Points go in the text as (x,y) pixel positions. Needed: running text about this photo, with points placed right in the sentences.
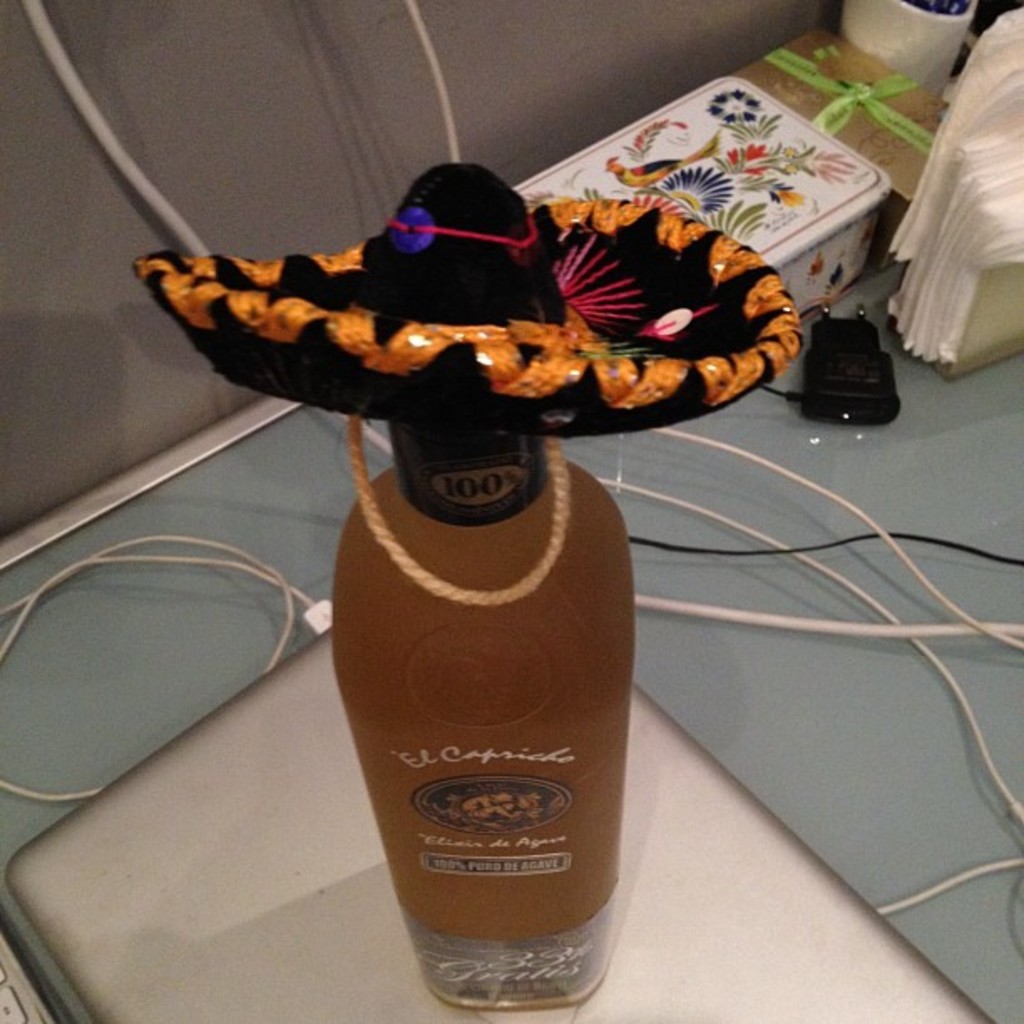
In this image there is a bottle (488,710), laptop (198,841), wire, charger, box (790,236), cup (923,48), tissues (968,219) on the table (970,541).
